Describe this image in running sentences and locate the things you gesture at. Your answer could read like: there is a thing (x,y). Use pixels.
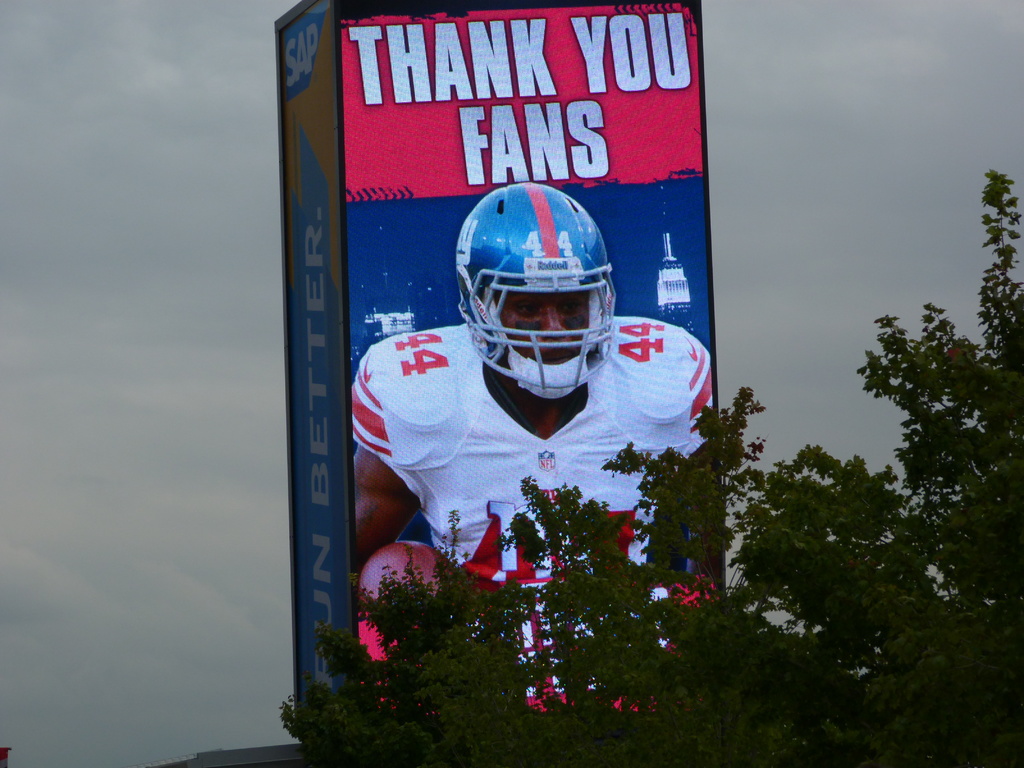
In this picture we can see a poster (398,353) on the board (405,398), where we can see trees (739,519) and we can see sky (945,111) in the background (766,452).
